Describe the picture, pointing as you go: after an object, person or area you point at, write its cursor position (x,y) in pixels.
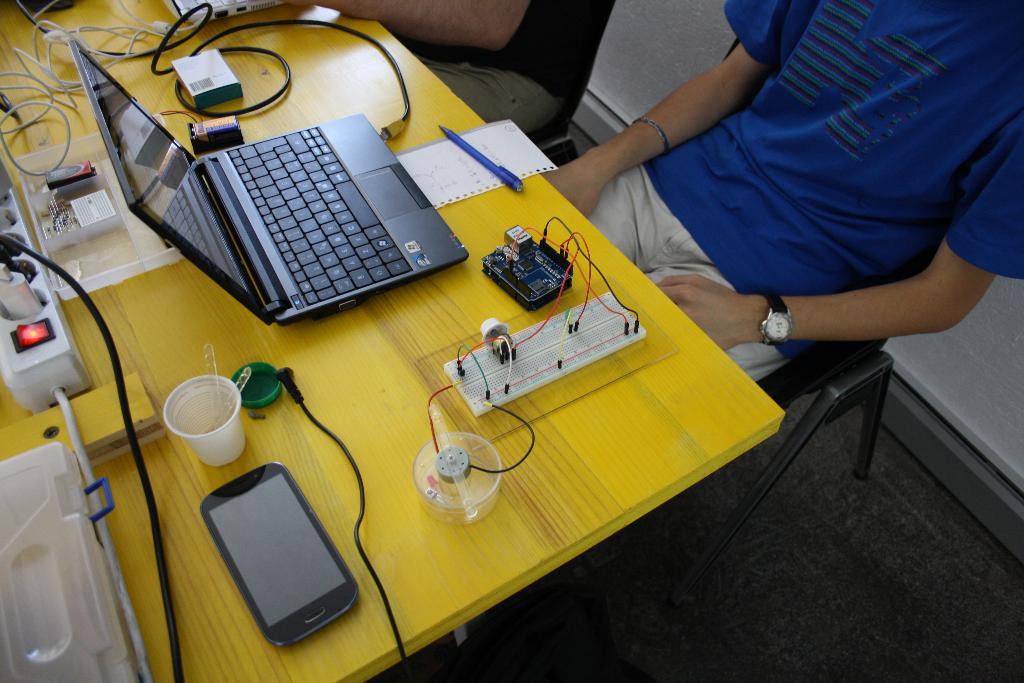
In this image I can see two persons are sitting on the chairs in front of a table (358,332) on which I can see a laptop (306,280), mobile (301,504), cup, cords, sockets (14,258) and so on. This image is taken may be during a day in a room (843,422).
